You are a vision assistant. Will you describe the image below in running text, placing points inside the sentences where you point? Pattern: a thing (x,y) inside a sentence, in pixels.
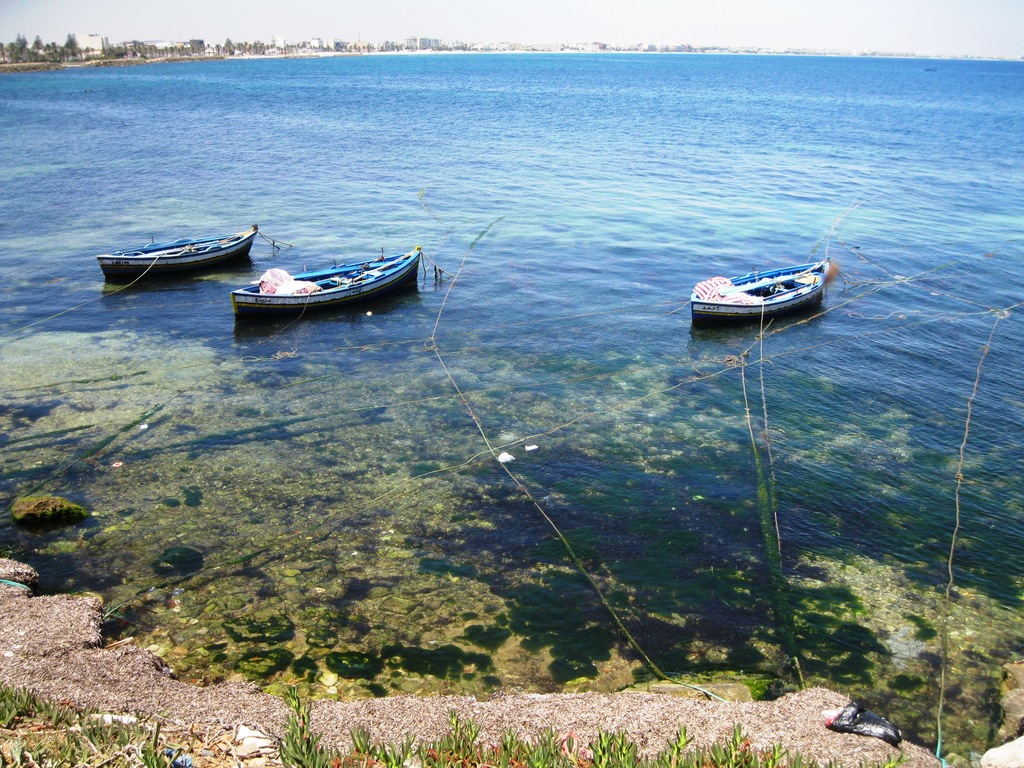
In this picture there are ships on the water (589,224) in the image and there is grass land (173,704) at the bottom side of the image (473,696) and there is water (515,475) around the area of the image, there are trees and buildings (699,49) at the top side of the image (728,47).
